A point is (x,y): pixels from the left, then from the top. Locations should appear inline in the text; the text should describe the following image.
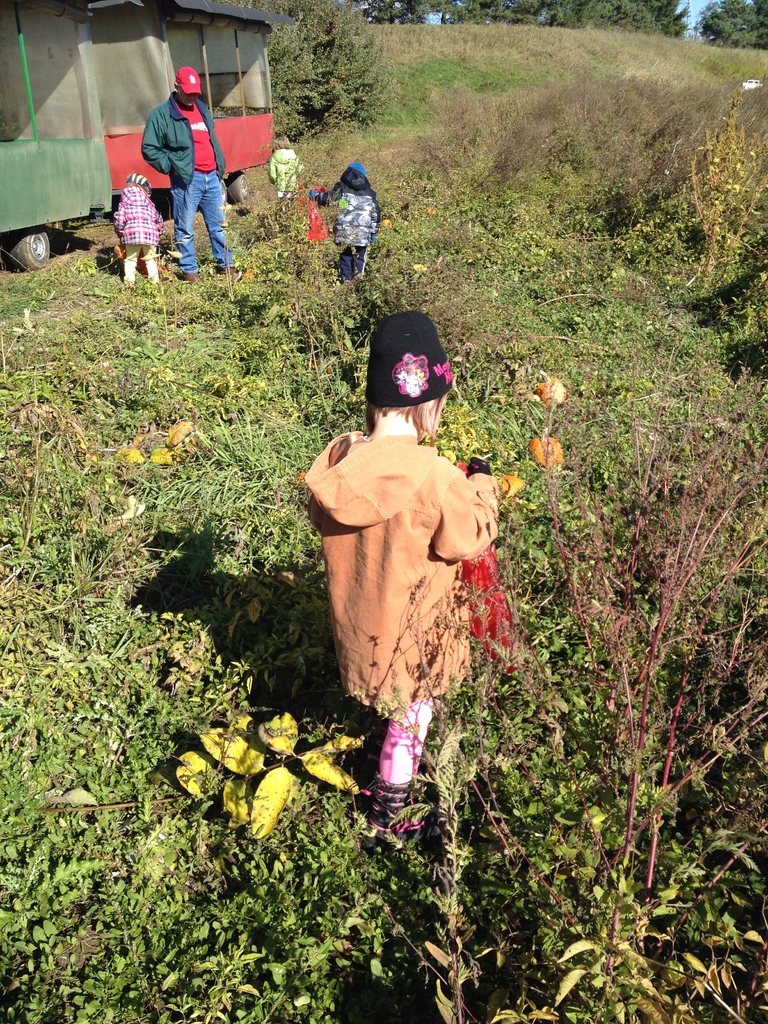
In this image there are few people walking on the surface (246,420) of the grass (286,638) and there is a person (203,185) standing, behind the person (218,234) there is a vehicle (168,62). In the background (284,41) there are trees (325,29).
